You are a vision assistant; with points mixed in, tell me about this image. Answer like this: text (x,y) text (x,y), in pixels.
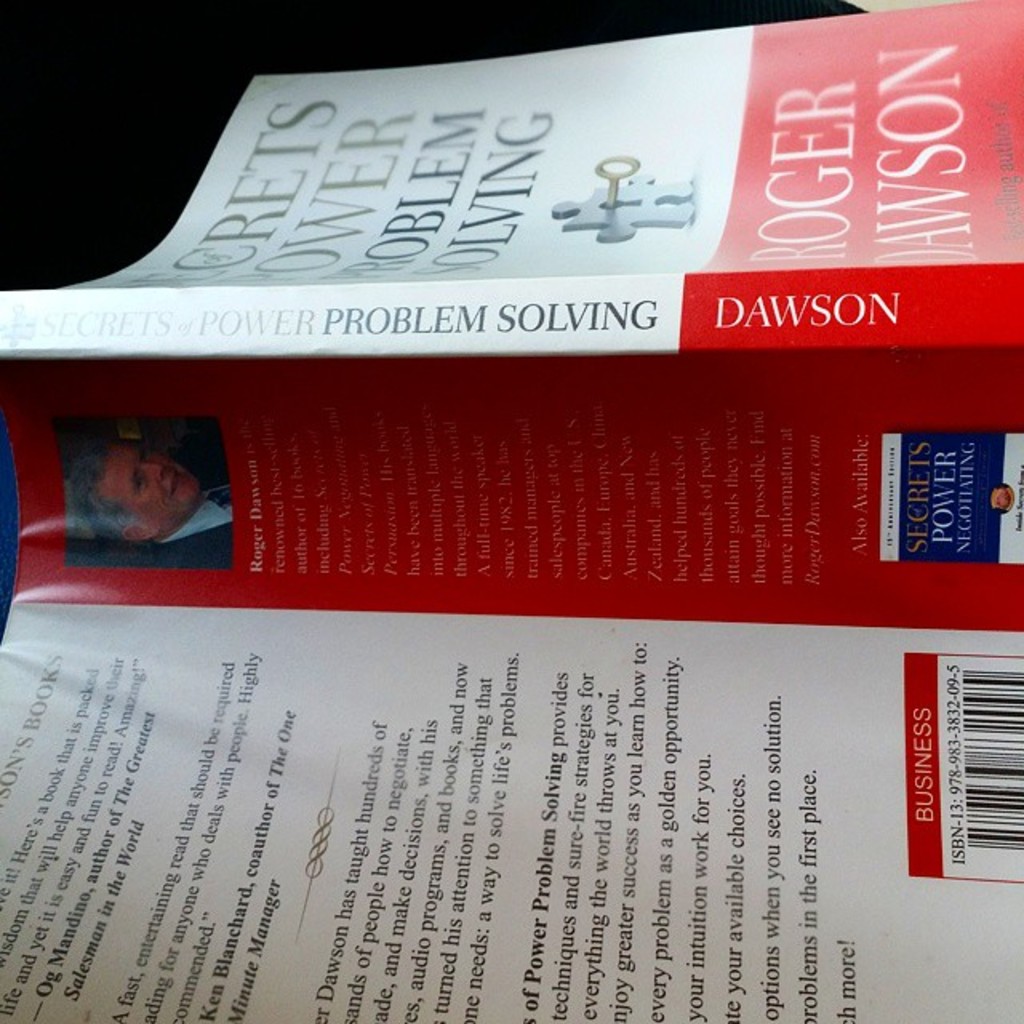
This image consists of a book (453,541). It is in red and white color. There is a person's picture (138,509) on the book (138,509), on the left side (204,523).
